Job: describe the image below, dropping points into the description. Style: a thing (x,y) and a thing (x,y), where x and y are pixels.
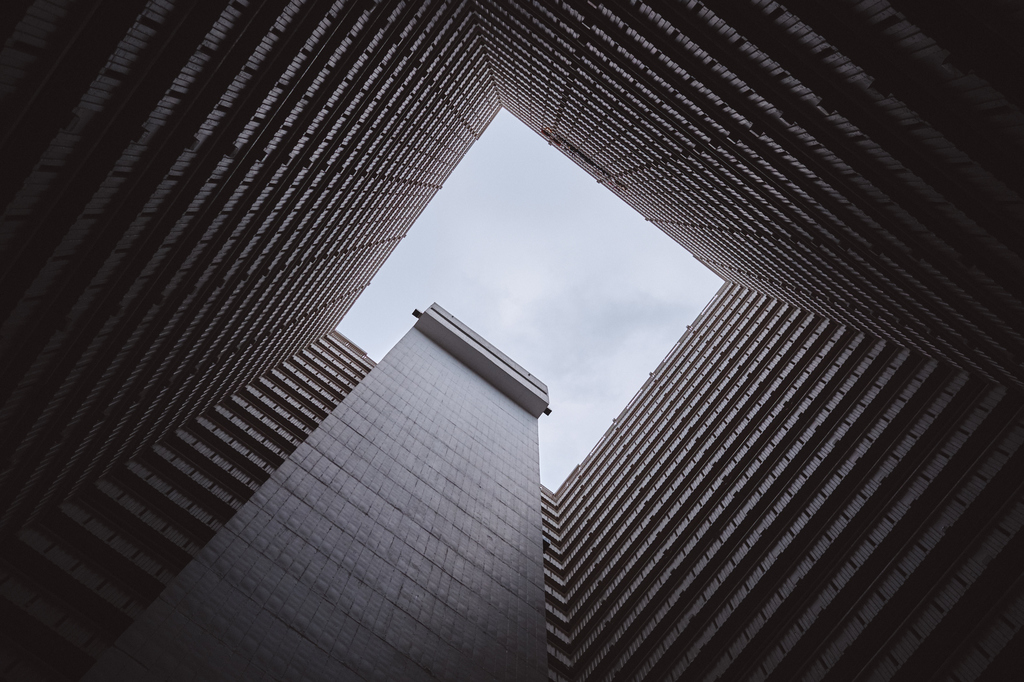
In this picture there is a close view of the building (477,581). In the center (469,266) we can see the sky (507,303).
